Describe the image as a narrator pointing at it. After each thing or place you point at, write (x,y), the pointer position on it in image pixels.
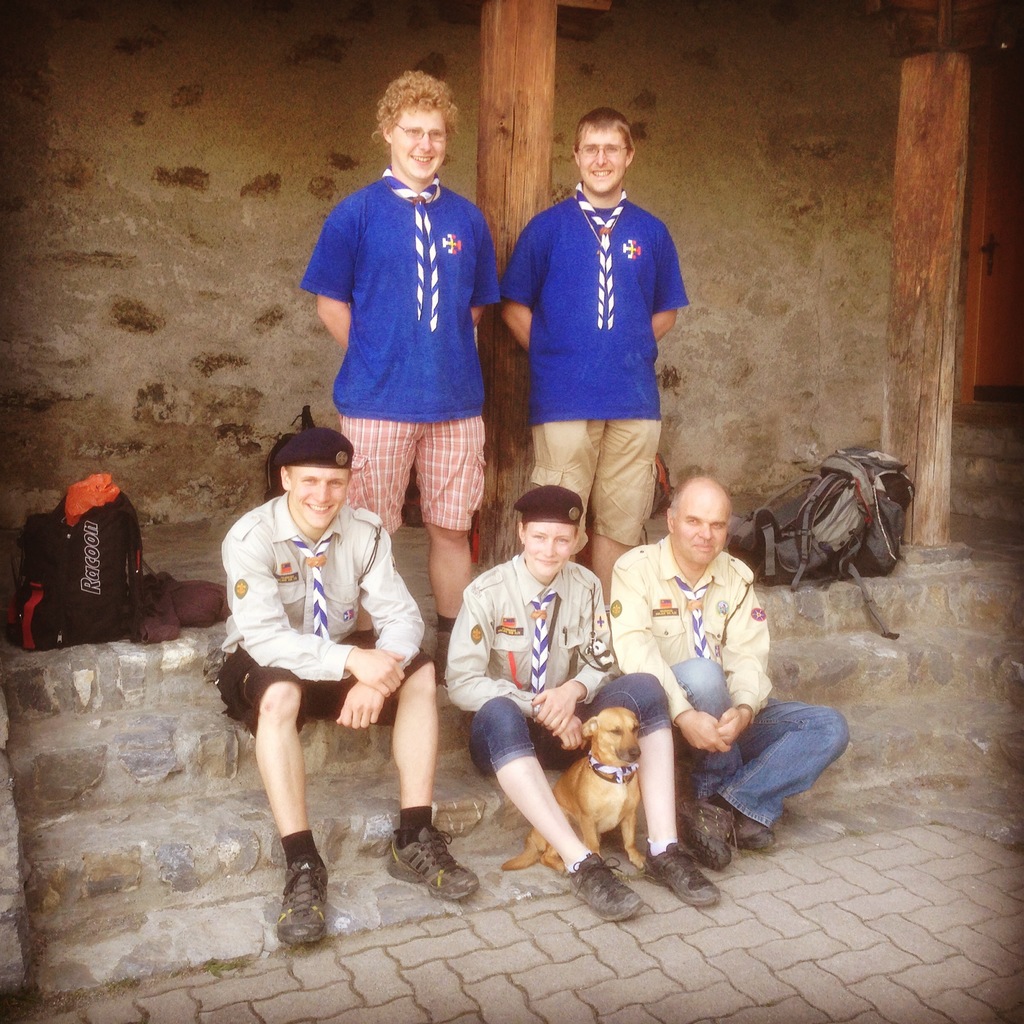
This picture is clicked outside. In the foreground (546,593) we can see the three persons (518,600) sitting on the stairs (440,805) and there is a dog (599,784) sitting on the ground (536,899) and there are two persons (605,160) wearing blue color t-shirts (613,389), smiling and standing on the stairs (968,465) and we can see the bags (824,544) are placed on the ground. In the background (877,94) there is a wall (778,35) and the wooden pillars (911,364).
